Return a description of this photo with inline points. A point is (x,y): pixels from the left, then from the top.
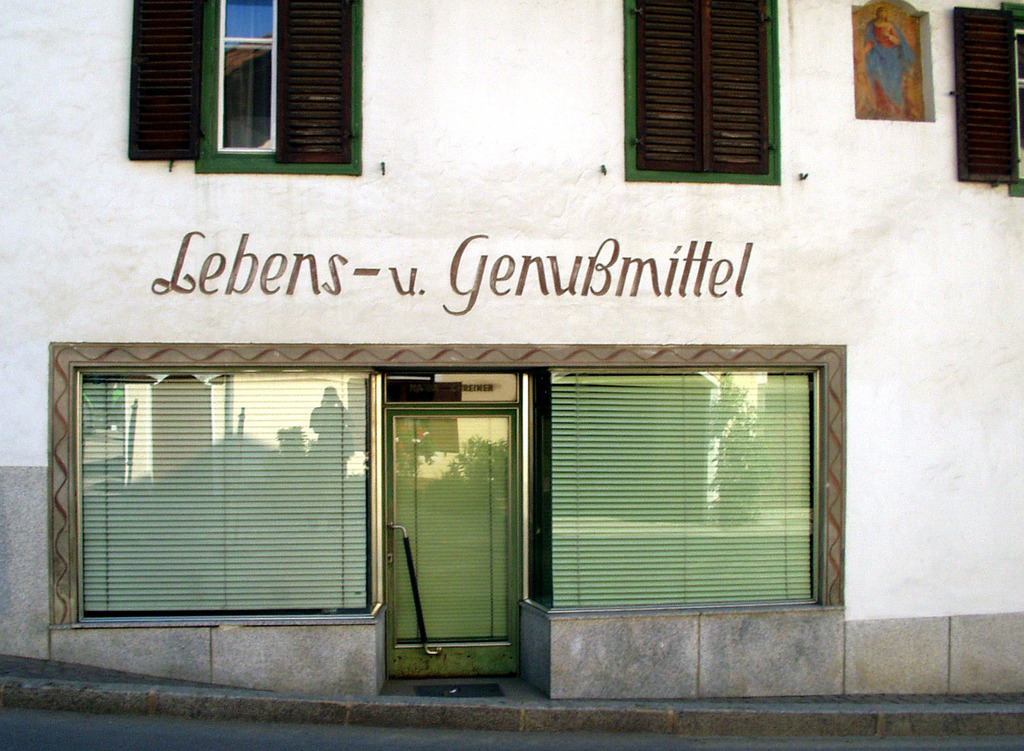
In this image there is a building (695,91) for that building (496,120), there are windows (421,379) and a door (495,459) and there is some text (237,289).
